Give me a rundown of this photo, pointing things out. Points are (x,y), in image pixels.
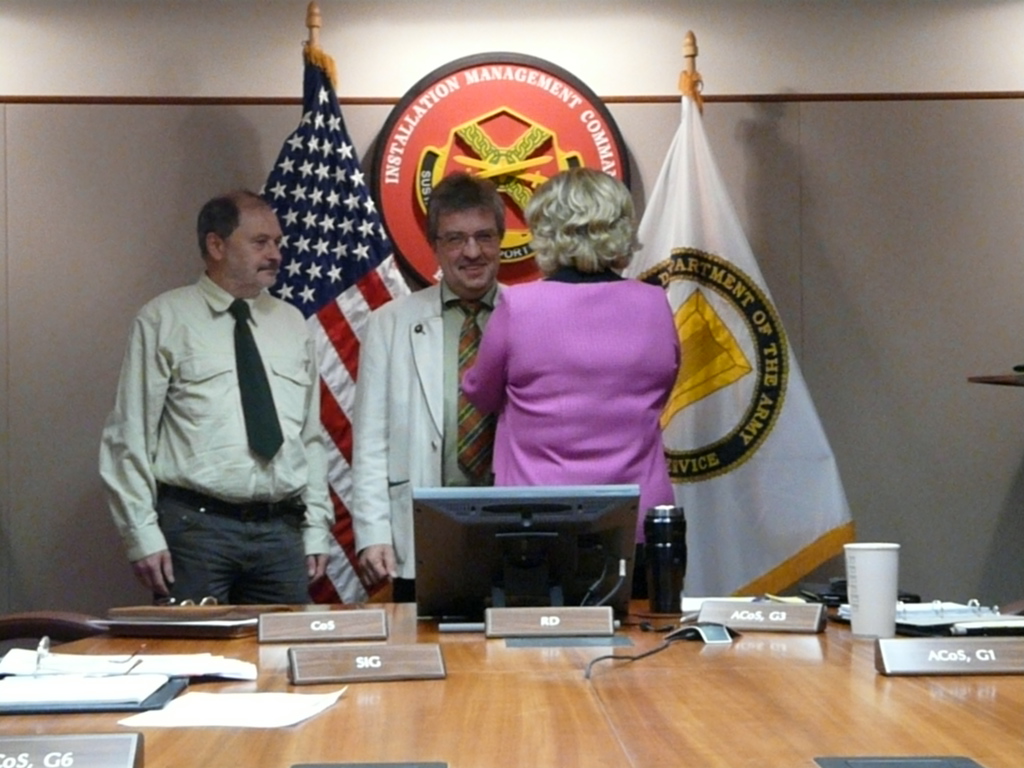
In the center (574,389) we can see three persons (437,480) were standing. In the front (644,750) there is a table (589,723), on table (464,676) we can see monitor (454,562), books (152,664), papers (189,695) etc. In the background (520,167) there is a wall (629,90), sign board (527,138) and two flags (682,185).
